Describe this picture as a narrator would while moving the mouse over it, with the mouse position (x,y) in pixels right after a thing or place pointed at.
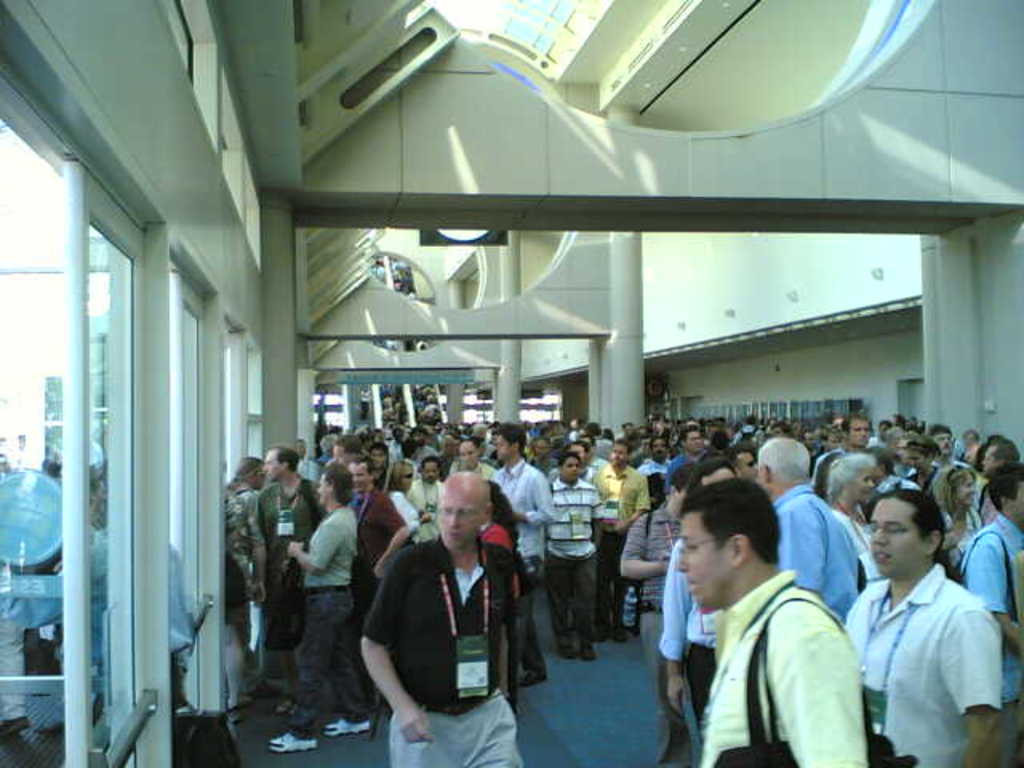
In this picture there are persons (613,492) standing and walking. On the left side (252,426) there are windows (260,414) and there is a door (121,592). In the background (422,355) there are pillars (502,390) and there is a wall (807,387).
